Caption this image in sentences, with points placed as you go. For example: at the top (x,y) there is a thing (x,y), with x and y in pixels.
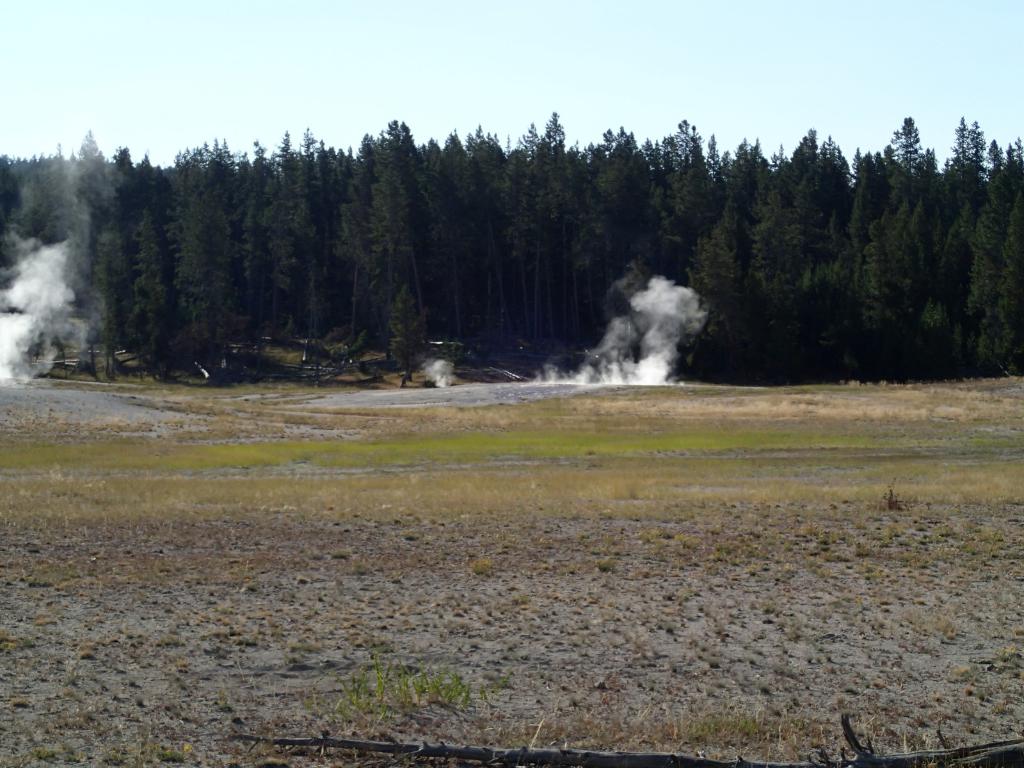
In this image there is grass (422,441) on the ground (365,453). In the background (439,235) there are trees (637,246). In front of the trees (125,311) there is the smoke (610,331). At the top (475,36) there is the sky (479,33).
